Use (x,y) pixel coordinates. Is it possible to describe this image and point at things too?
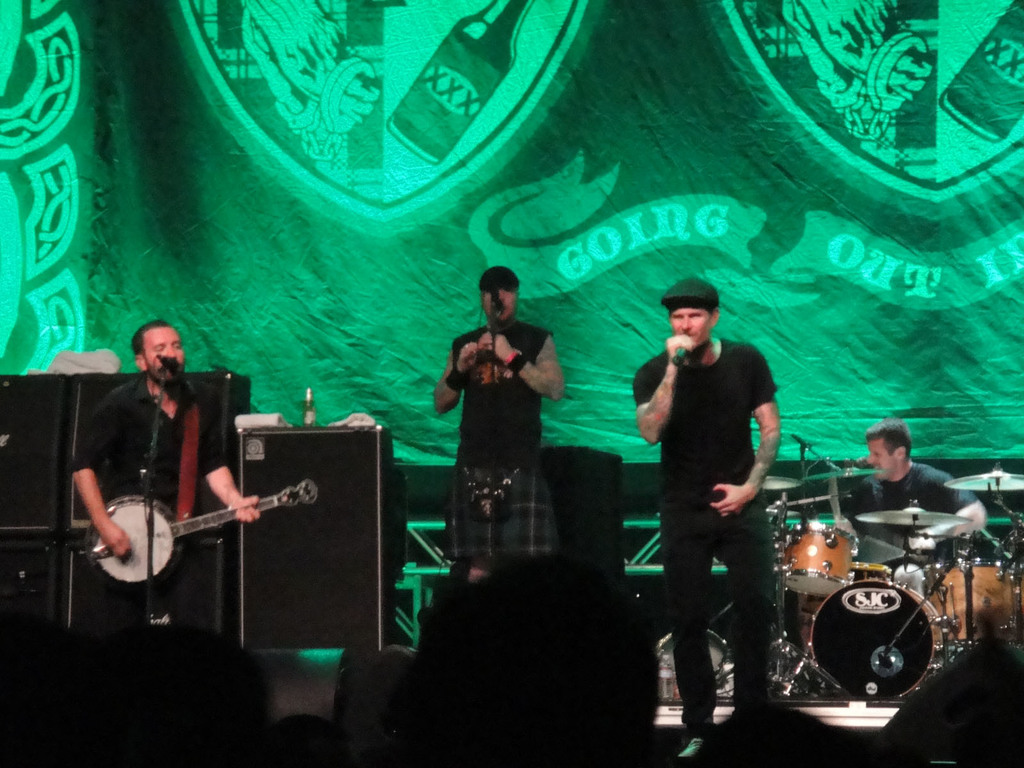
There are three people (535,389) standing and singing a song. This is a speaker (339,485). Here is another person (889,494) sitting and playing drums (873,590). At background (766,345) I can see a cloth (373,242) hanging with some print (904,189) on it.
